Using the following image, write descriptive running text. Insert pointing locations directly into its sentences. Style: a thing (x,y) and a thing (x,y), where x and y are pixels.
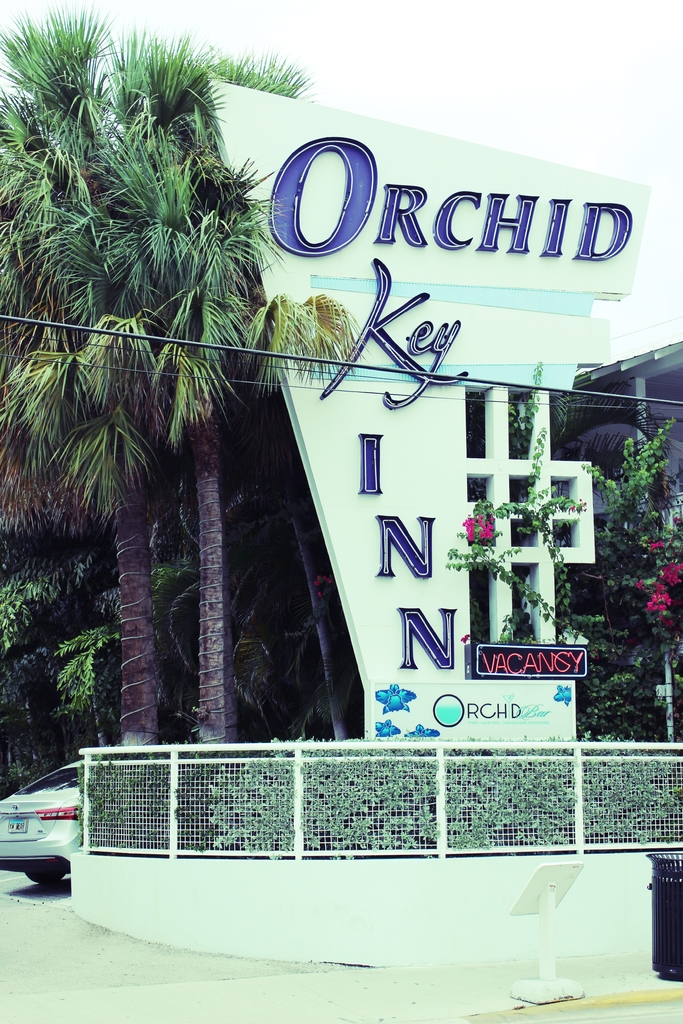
In this picture I can see the car (63,868) which is parked near to the fencing (313,850). On the right (503,442) I can see the board (423,586). In the background (519,523) I can see the building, trees (7,403) and flowers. At the top (483,86) I can see the sky (329,52).
